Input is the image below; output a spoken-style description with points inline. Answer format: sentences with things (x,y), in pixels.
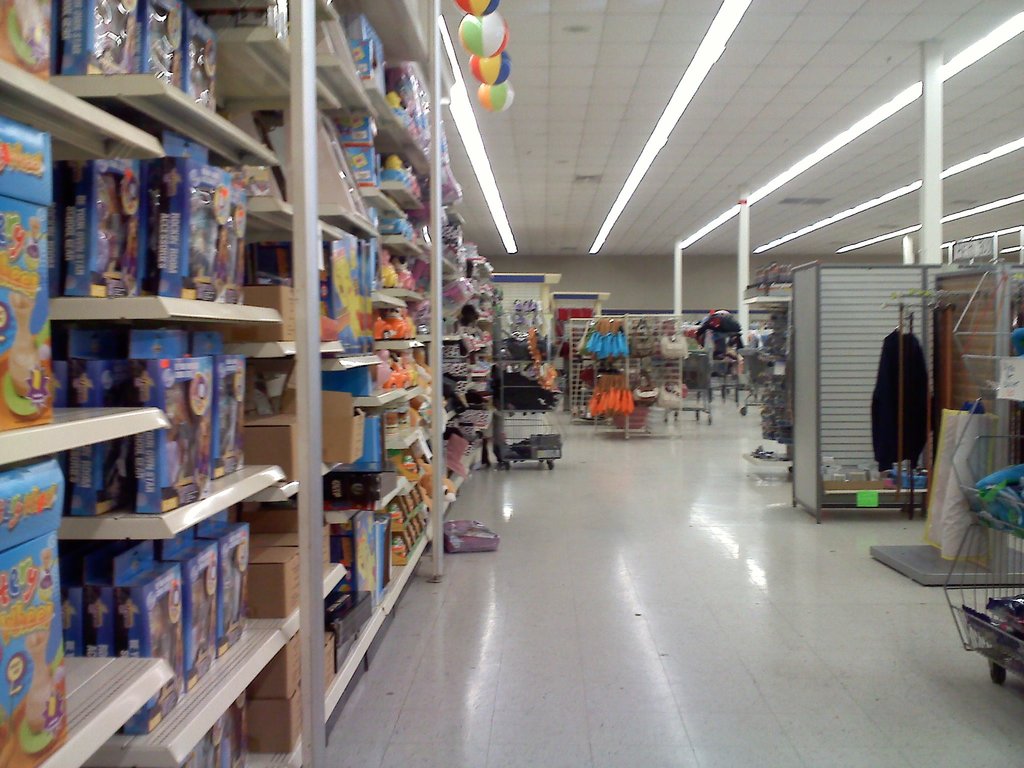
On the left side of the image (232,406) there are a few objects (338,247) on the rack (381,157). On the right side of the image (876,430) there are few objects (962,514). In the background of the image (622,387) there are bags (639,391) hanged to the metal rods (656,356). At the top of the image (946,74) there are lights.
